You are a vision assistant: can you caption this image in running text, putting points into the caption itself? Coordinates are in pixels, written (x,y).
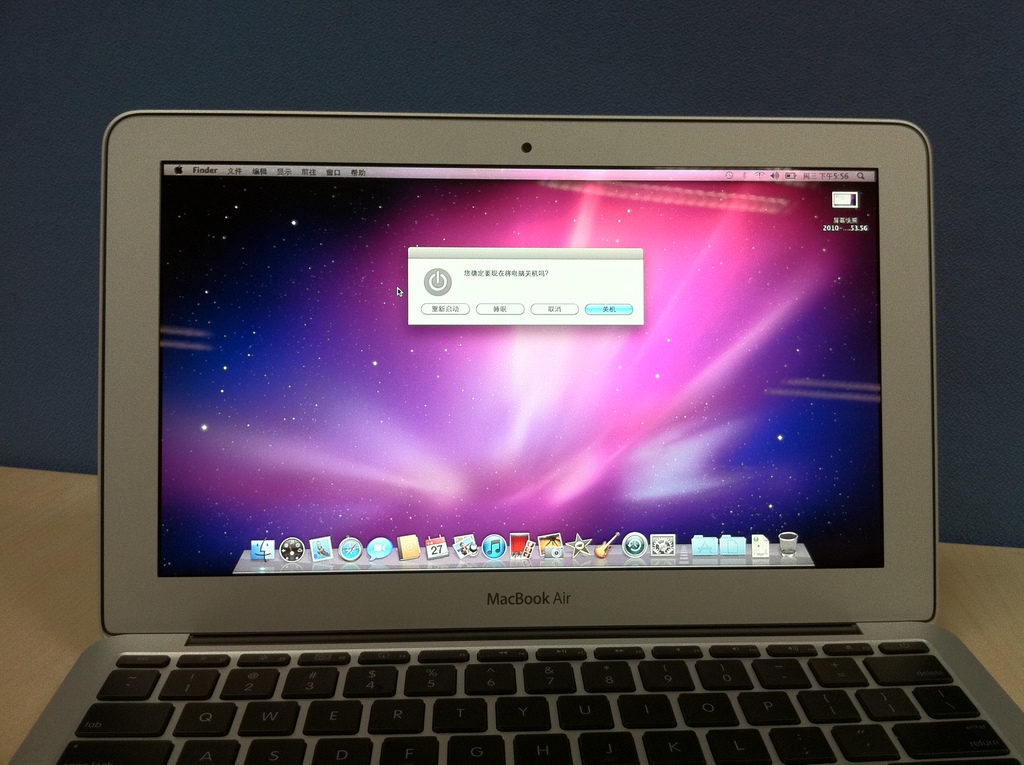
In this image we can see a laptop (218,567) placed on the table (84,625).
